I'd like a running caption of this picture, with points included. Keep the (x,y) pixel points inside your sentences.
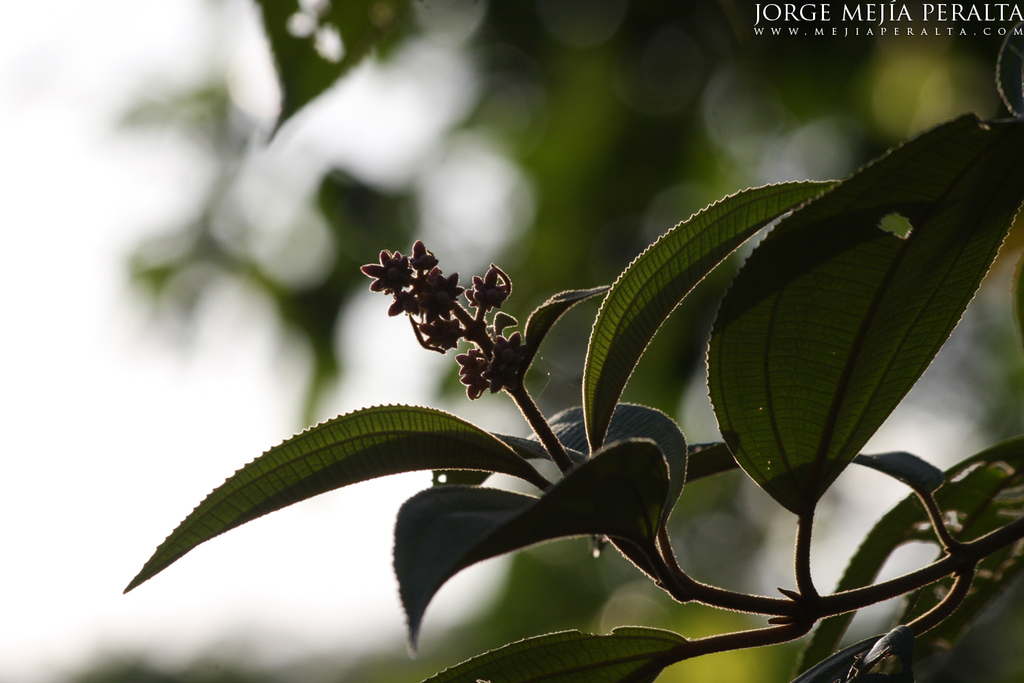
In the image in the center (635,284), we can see one tree (625,324). On the top right of the image (1000,11), there is a watermark (1015,14).
